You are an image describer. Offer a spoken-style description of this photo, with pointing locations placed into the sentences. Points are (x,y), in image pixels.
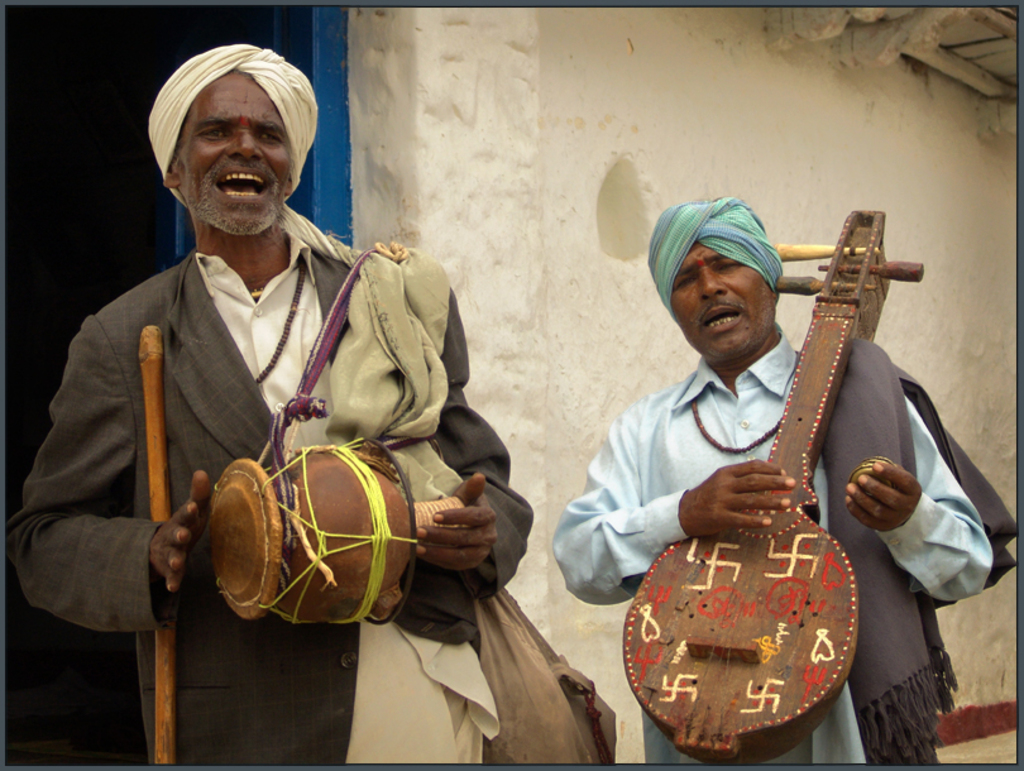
There are two men (239,224) standing, holding and playing musical instruments (375,470), and singing. In the background (456,106), there is a white color wall (532,87), blue color door (289,29) and a roof (975,83).
